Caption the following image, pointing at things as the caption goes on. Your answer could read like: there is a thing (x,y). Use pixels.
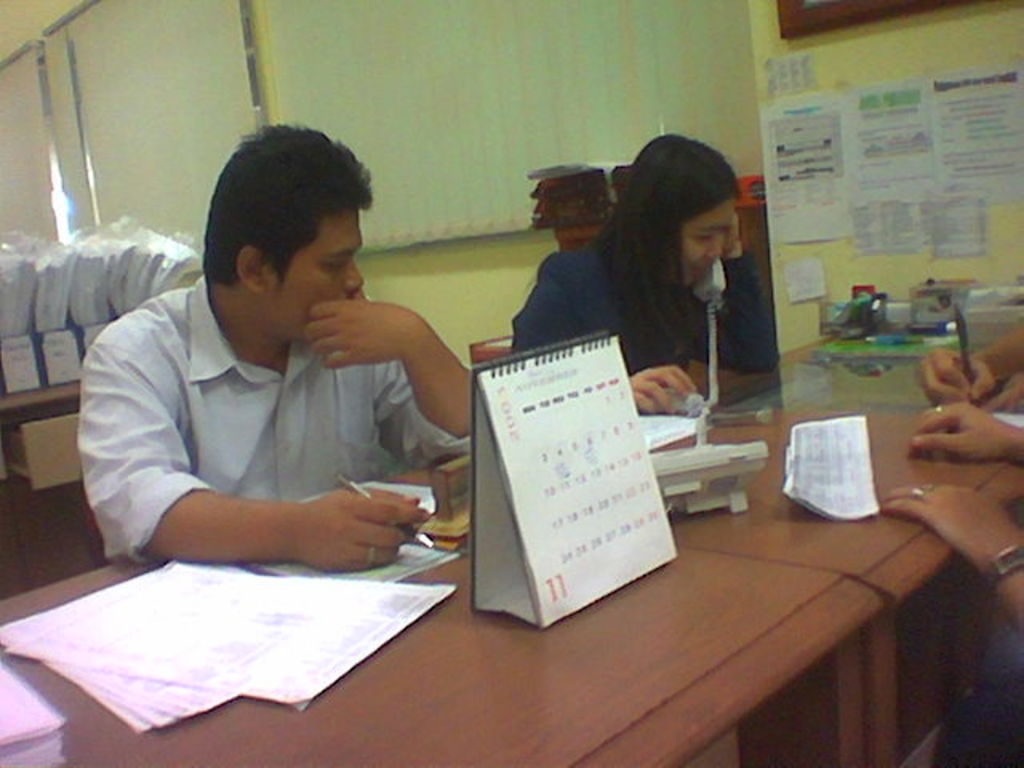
In this picture we can see group of people (768,351), they are all seated, in front of them we can see few papers (440,557), telephone (670,475) and other things (617,497) on the table (754,484), in the background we can find few files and window blinds (369,65).
